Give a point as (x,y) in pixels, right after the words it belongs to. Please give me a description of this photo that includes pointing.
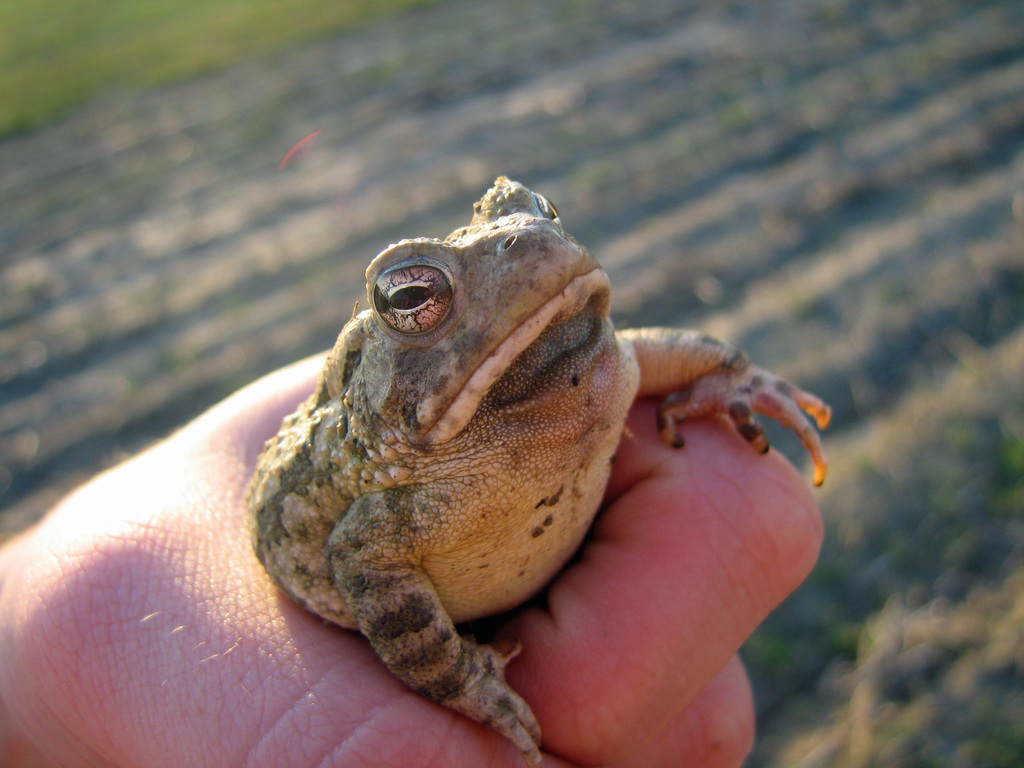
In this image I can see the person (115,706) holding the frog (500,492). The frog (490,503) is in black and cream color. And I can see the grass (74,85) in the background (214,168) and it is blurry.
